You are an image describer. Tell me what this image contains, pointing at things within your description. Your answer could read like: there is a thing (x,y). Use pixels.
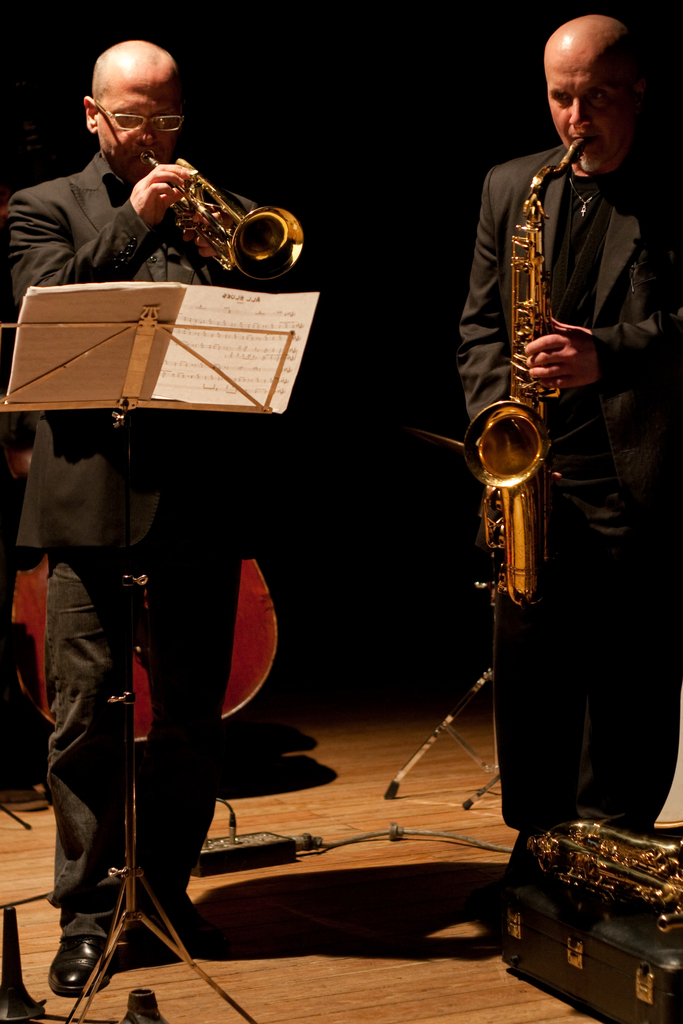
In this image we can see few people (525,665) playing musical instruments (478,439). There are few objects (560,878) on the floor (480,875). There is a dark background (395,59) in the image.
